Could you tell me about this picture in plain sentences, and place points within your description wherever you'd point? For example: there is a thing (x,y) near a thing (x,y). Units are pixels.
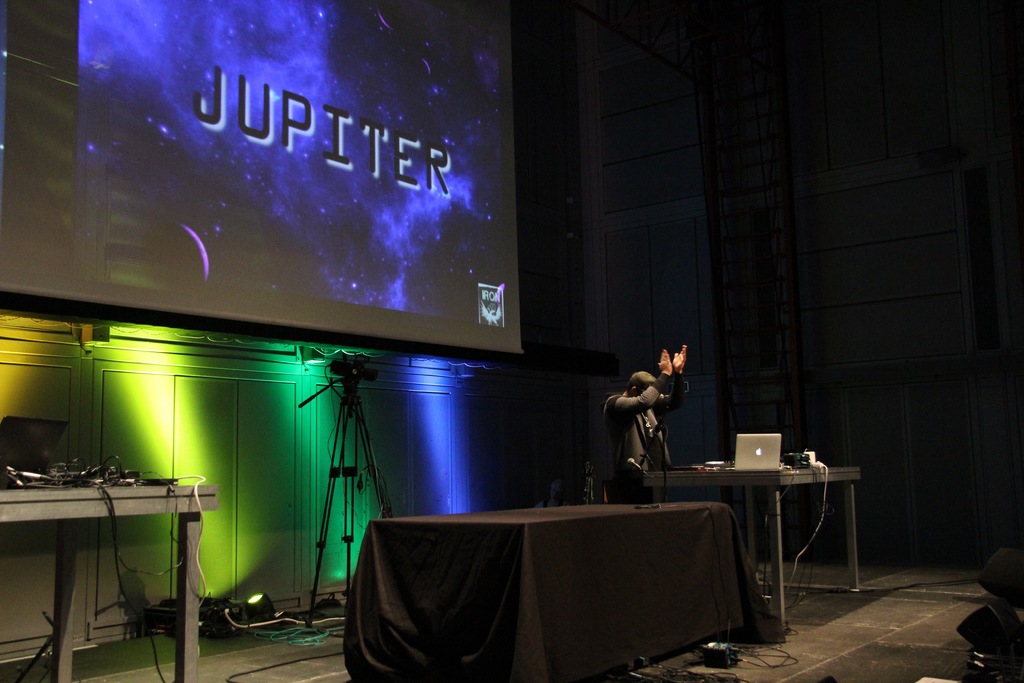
In this picture, we can see the stage (301,668) with some objects (632,625) on the stage (808,634) like tables (455,598), and a table (440,604) is covered with black cloth (614,593), wires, lights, stand (346,469), and we can see some objects (59,474) on the tables (121,491) like laptops (9,440), wires (95,471), and devices (137,483), we can see a person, and the wall (621,309) with screen (262,277).
